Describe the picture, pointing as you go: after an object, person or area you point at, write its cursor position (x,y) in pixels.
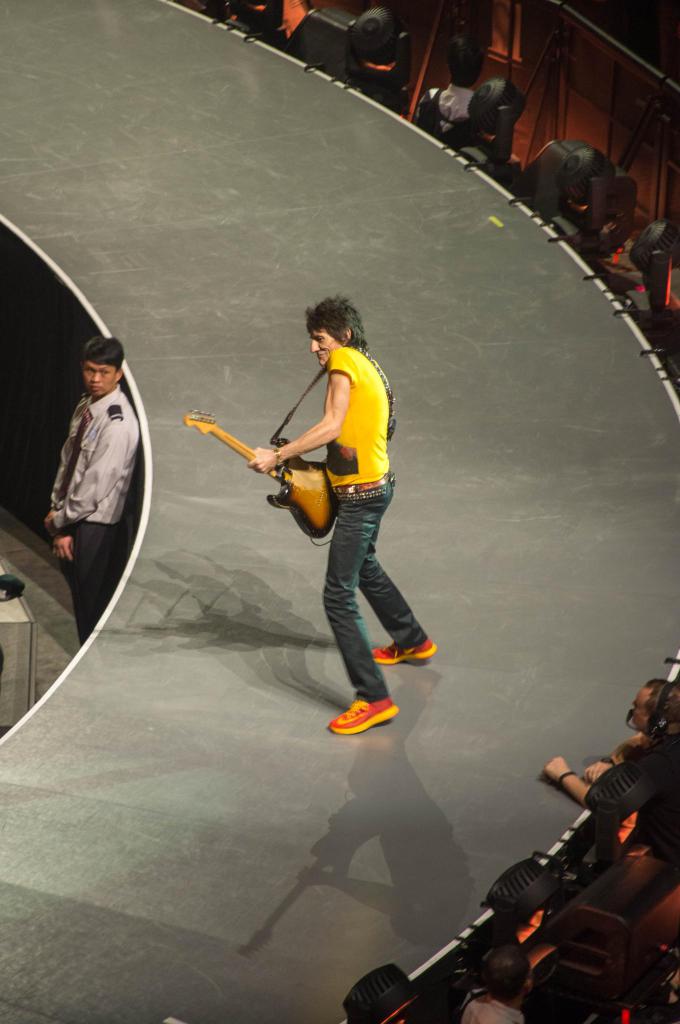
This image is taken indoors. On the right side of the image (467,111) a few people (642,716) are sitting on the chairs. In the middle of the image (353,573) a man (327,607) is standing on the ramp (522,557) and playing music with a guitar (271,473). At the bottom of the image (128,864) there is a ramp (194,467). On the left side of the image (111,459) a man (84,560) is standing on the floor (56,571).
